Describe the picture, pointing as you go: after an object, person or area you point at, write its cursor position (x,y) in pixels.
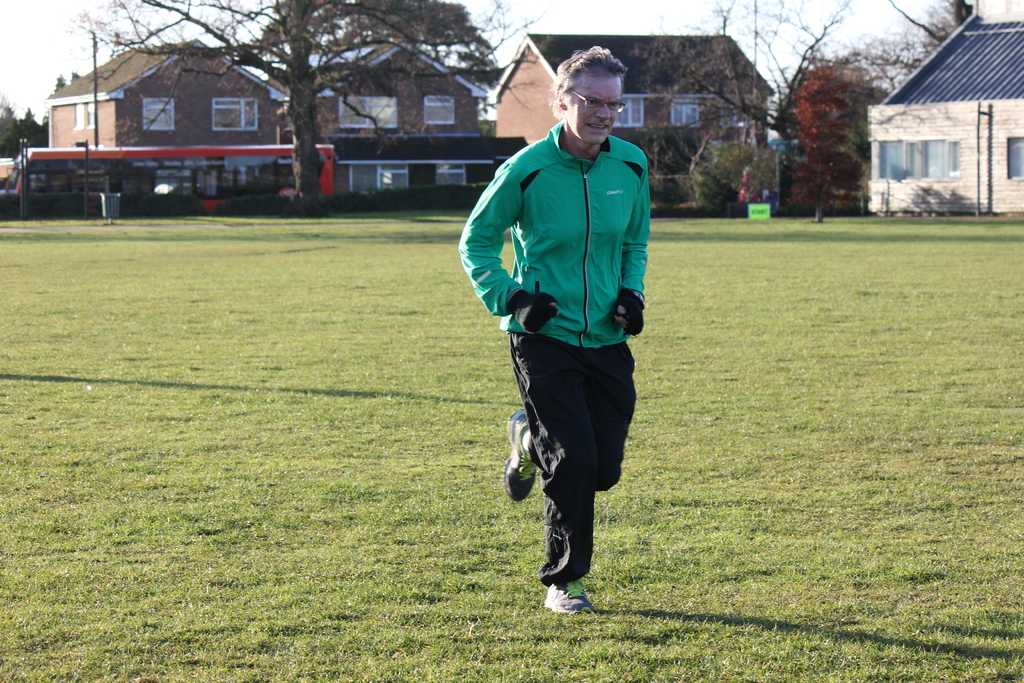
In this image there is a man (570,470) jogging in a ground (192,392), in the background (798,139) there are trees (798,139), bus (228,188), houses (157,141), and sky (682,22).
